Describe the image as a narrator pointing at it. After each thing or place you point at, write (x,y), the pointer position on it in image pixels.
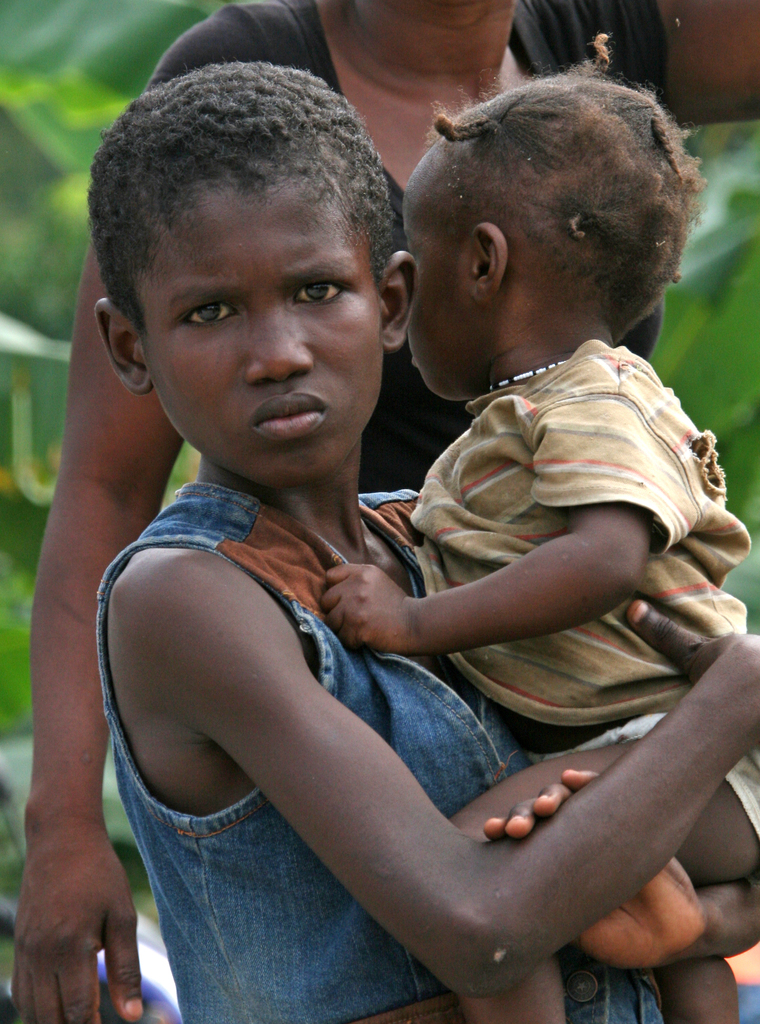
In this image I can see a person (325,778) wearing blue and brown colored dress (267,554) is standing and holding a baby (612,588). In the background (461,76) I can see another person (374,130) and few trees (30,566).
